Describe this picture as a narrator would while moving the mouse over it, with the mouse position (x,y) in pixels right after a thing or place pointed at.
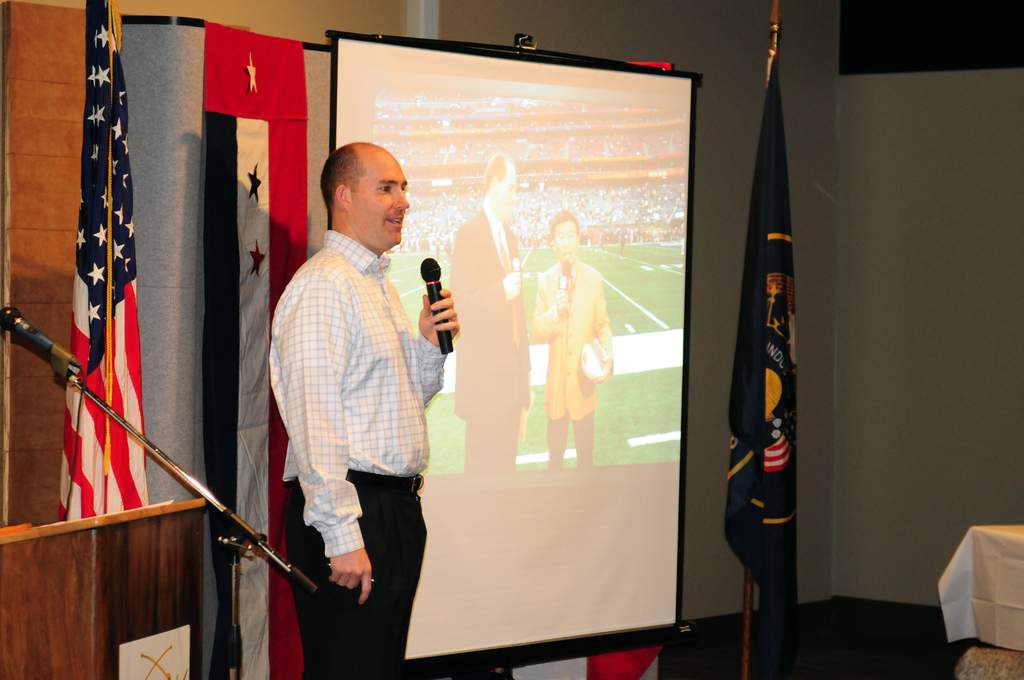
In this image there is a person (360,403) standing and holding an object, there is a screen (473,358), there are flags (757,327), there is a microphone (53,342), there is a stand (230,538), there is an object (123,590) truncated towards the left of the image (101,581), there is an object (987,618) truncated towards the right of the image (1007,620), there is a wall (862,243).
